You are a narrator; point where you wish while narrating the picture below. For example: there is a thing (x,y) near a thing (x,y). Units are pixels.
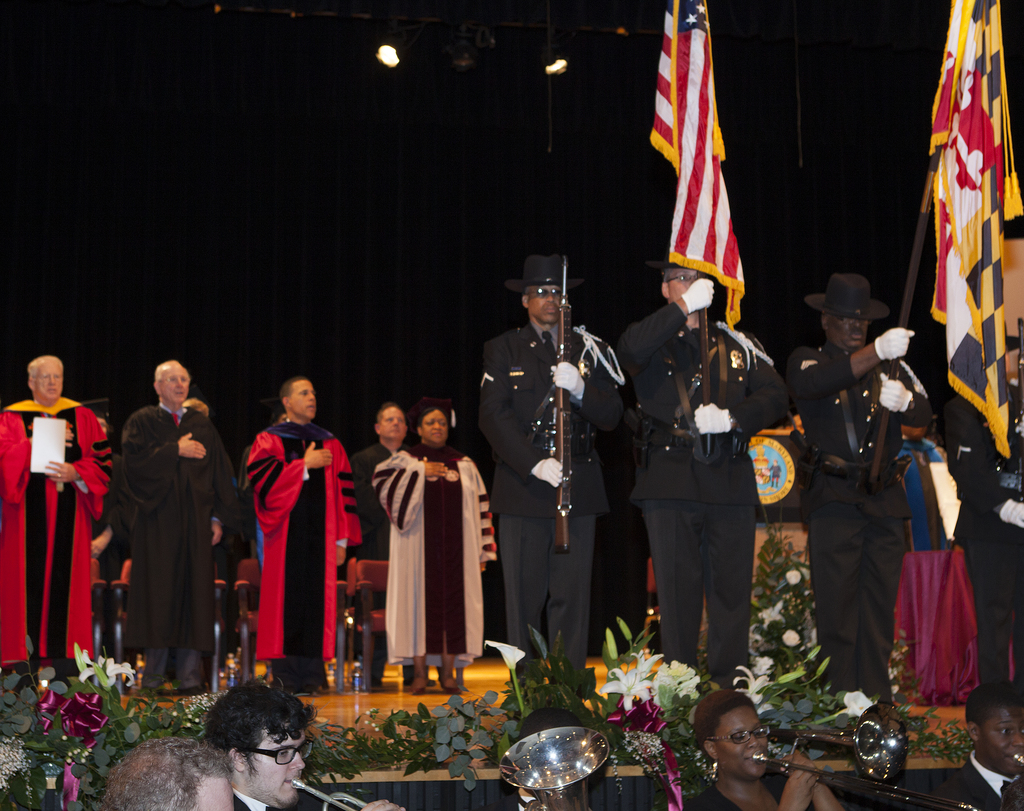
At the bottom of the image (995,727) there are few people (736,747) playing musical instruments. Behind them there are leaves (441,710) and flowers (658,678) on the stage (487,681). There are three men (832,327) with hats (528,261) on their head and they are standing. There are two men (744,507) holding poles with flags (956,172). And there is a man (530,458) holding a gun (559,523). Behind them there are few people (301,462) and also there is a podium (802,570). There is a black color background (270,34). At the top of the image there are lights (384,67).
